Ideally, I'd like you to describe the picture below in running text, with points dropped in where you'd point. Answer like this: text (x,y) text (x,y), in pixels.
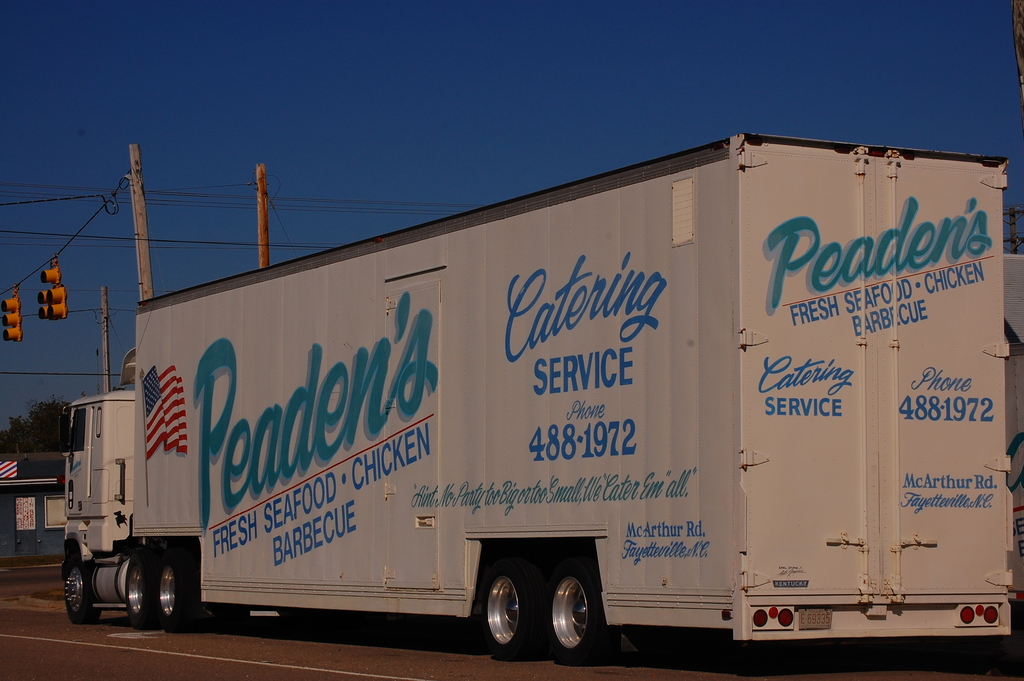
In the center of the image (574,390) we can see a truck (456,503) on the road (358,637). On the left (4,513) there is a shed (40,498). In the background (33,444) there are poles (138,177), traffic lights (7,300), wires (95,311), tree (57,436) and sky (284,170).
